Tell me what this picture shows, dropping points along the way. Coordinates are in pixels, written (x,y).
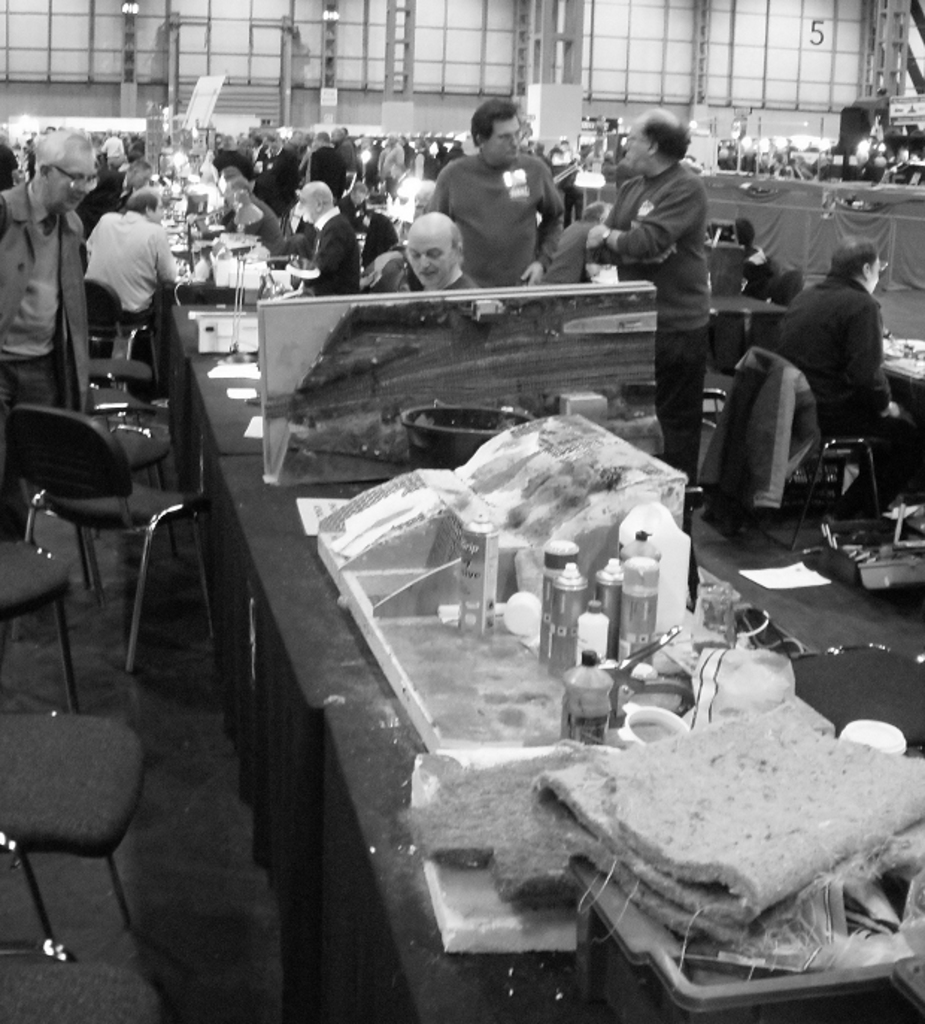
It is a black and white image. In this image we can see the people (390,154) standing and there are a few people (133,260) sitting on the chairs (838,442) which are on the floor (151,649). We can also see the tables (321,691) and on the tables (302,638) we can see the bottles (493,536), mats (652,752) and also some other objects (376,450). In the background (59,92) we can see the wall (828,71) and also the rods (877,24).
